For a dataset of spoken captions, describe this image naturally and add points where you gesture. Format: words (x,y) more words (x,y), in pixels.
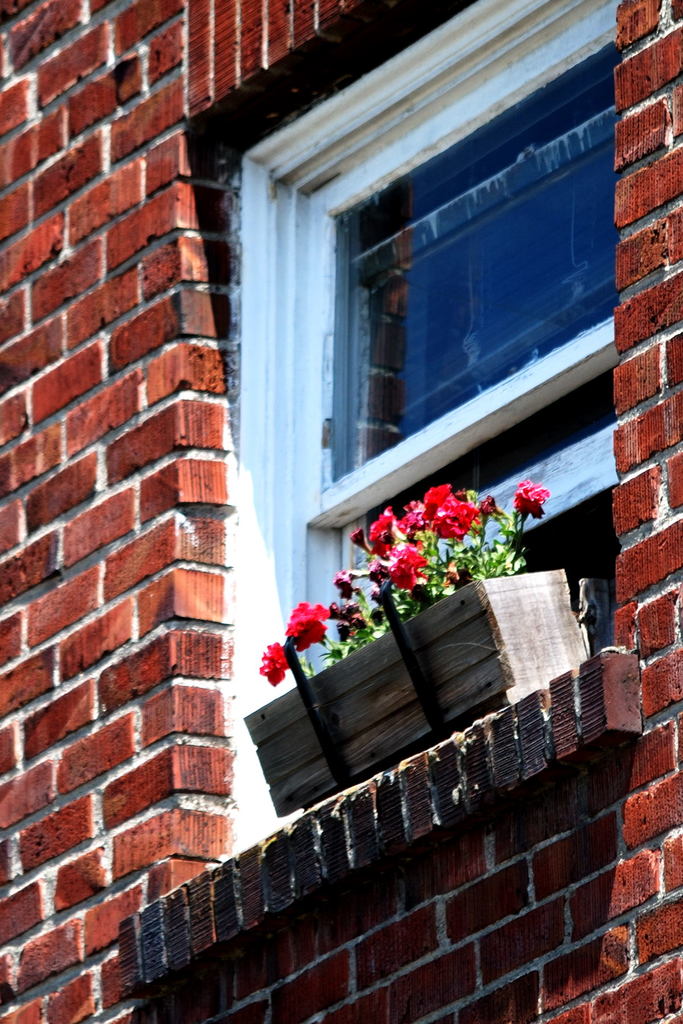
In this image I can see a window (361,469) to the wall (127,469). Beside the window (499,505) there is a wooden box (284,733) which consists of some flower plants (468,504).
